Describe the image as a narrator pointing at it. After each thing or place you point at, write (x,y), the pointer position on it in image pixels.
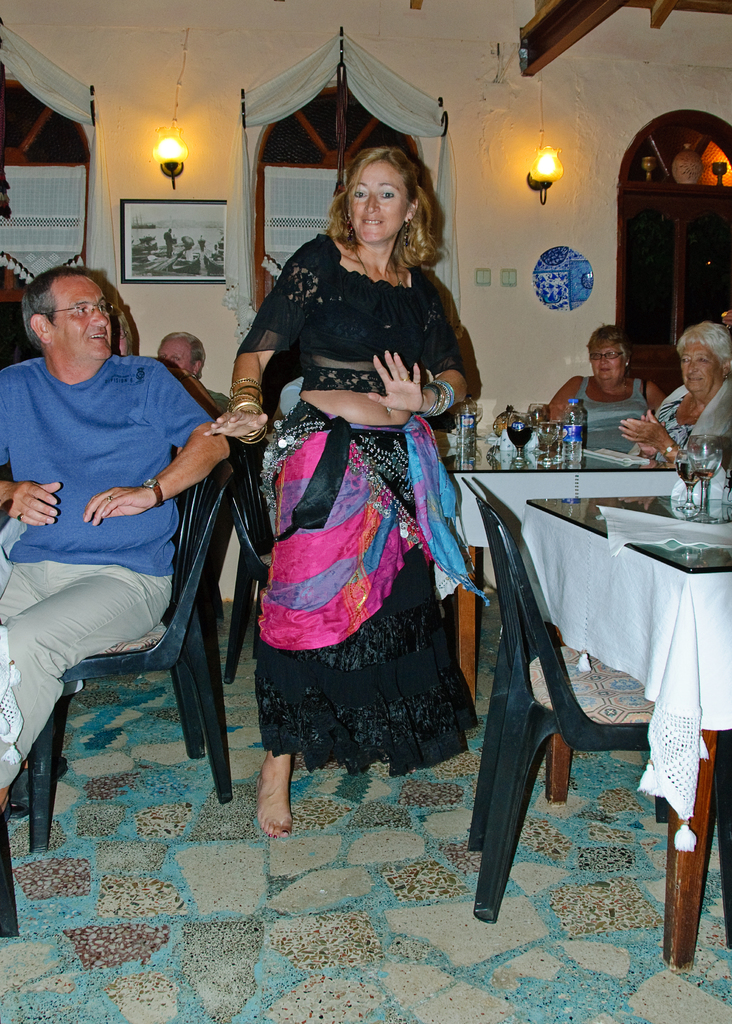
In this image I can see number of people (43,530) where one woman (291,339) is standing over here and rest are sitting on their chairs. I can see wall (519,168) and lights (550,148) on wall (572,165). Here on table (557,470) I can see water bottles (582,422), glass (689,476).
